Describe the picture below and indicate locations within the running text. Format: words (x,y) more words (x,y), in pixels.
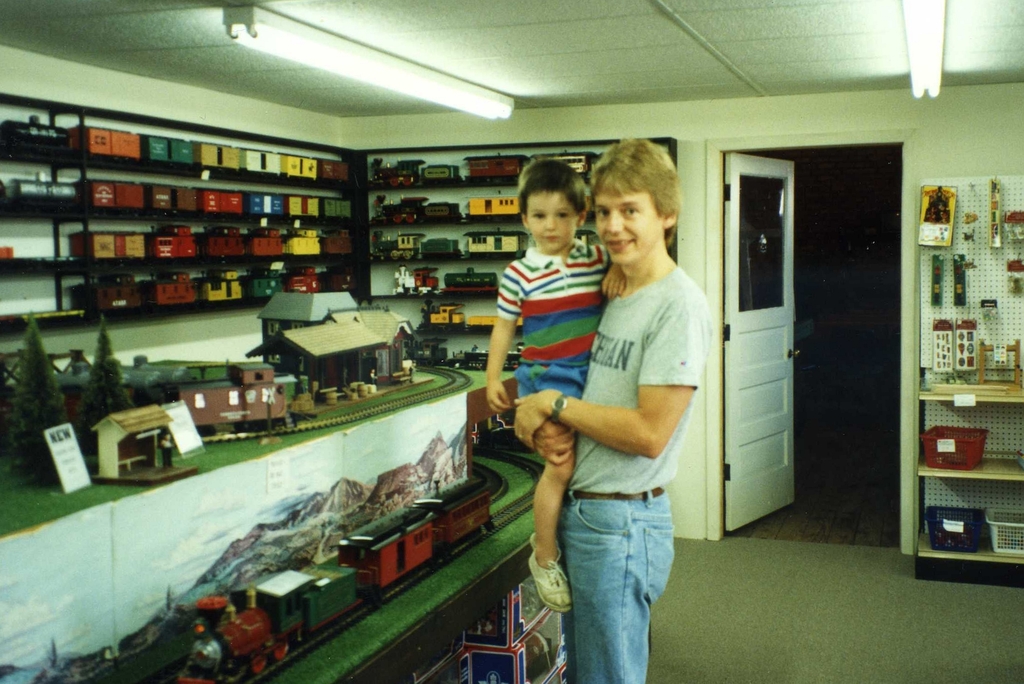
In this image I can see a man (625,277) and I can see a boy (527,334) over here. I can also see both of them are wearing t shirts (533,358). In the background (184,236) I can see few trains (268,650), a miniature (344,361) and I can also see number of things (140,206) on these shelves (1006,564). I can also see lights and a white door (780,384) in the background (780,384).
